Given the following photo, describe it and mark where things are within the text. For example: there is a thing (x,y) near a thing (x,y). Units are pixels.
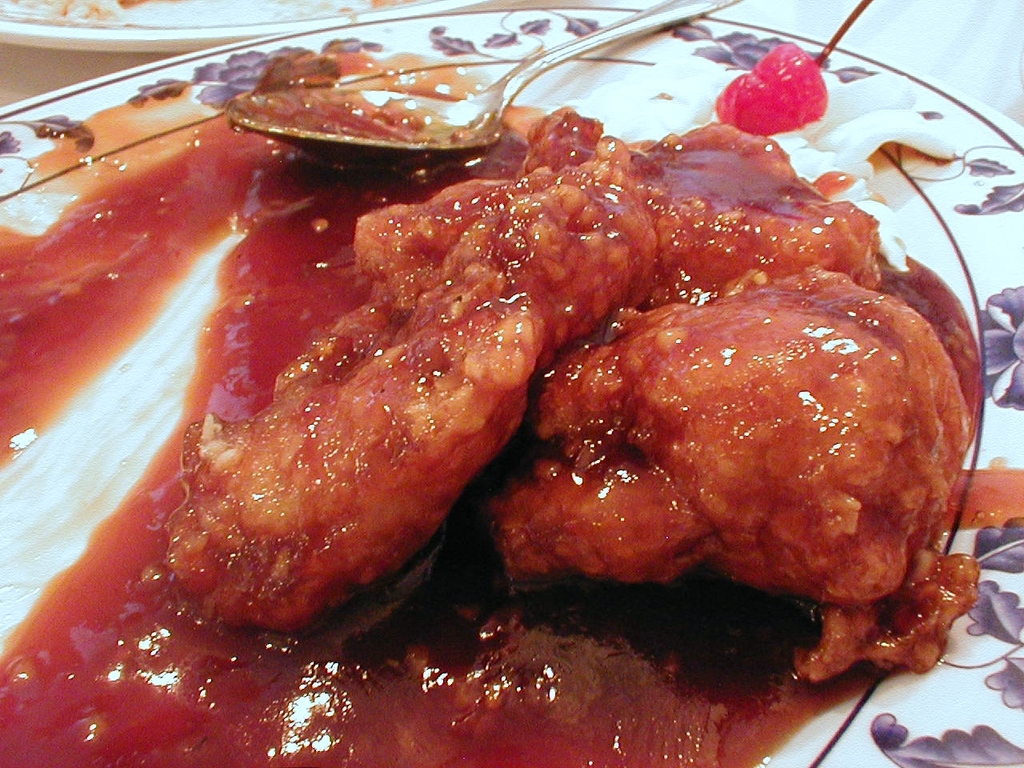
In this image at the bottom (586,688) there is one plate (931,242), in that plate (571,25) there are some food items (398,222) and one spoon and on the top of the image (179,4) there is another plate (157,28).
